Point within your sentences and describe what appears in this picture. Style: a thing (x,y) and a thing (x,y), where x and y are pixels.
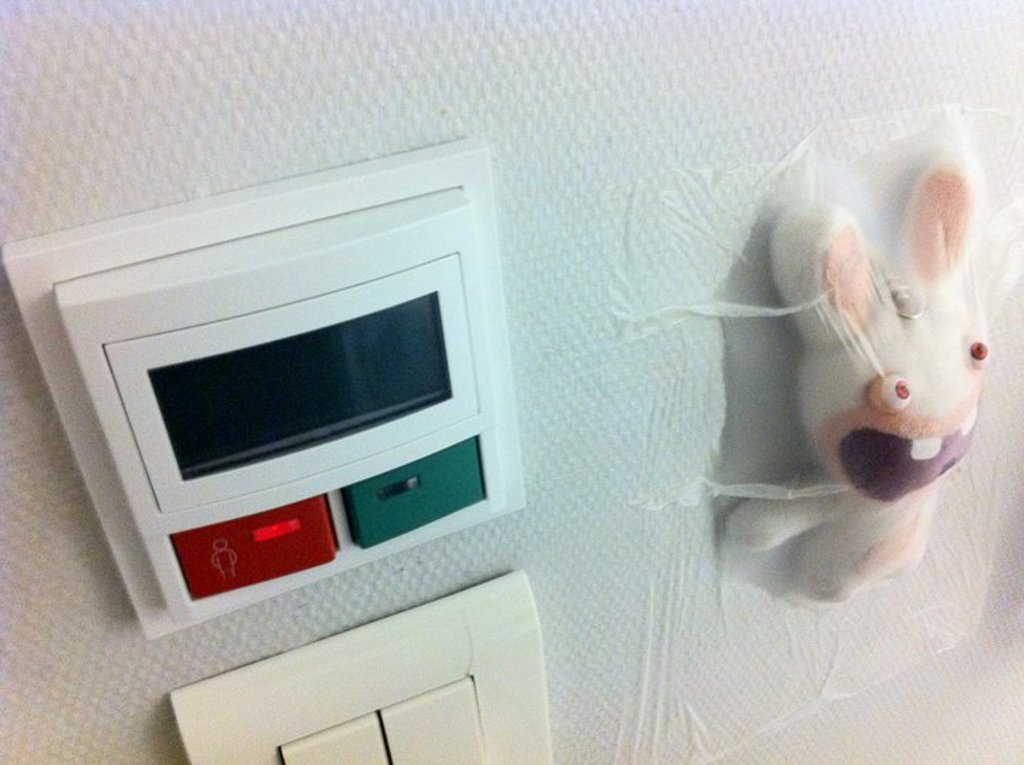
In this image we can see power buttons (484,332) and a soft toy (888,327) sticked to the wall (576,188).
